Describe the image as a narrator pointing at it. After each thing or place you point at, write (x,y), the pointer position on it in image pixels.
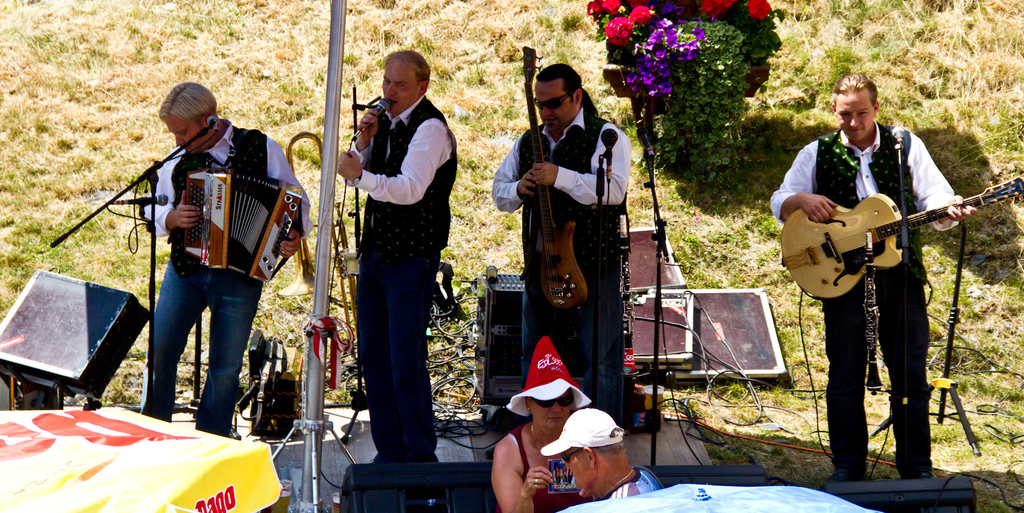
In this image, there are four person (828,173) wearing clothes (193,281) and standing in front of the mics (209,129). There are two persons (571,127) on the right side of the image (863,246) playing a guitar (878,209). The person (187,177) who is on the left side of the image (205,175) playing an accordion (230,179). There are two person (539,451) at the bottom of this image (527,480). There are some musical equipment (502,293) in the center of the image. There is a plant (741,47) at the top of the image (723,83).
